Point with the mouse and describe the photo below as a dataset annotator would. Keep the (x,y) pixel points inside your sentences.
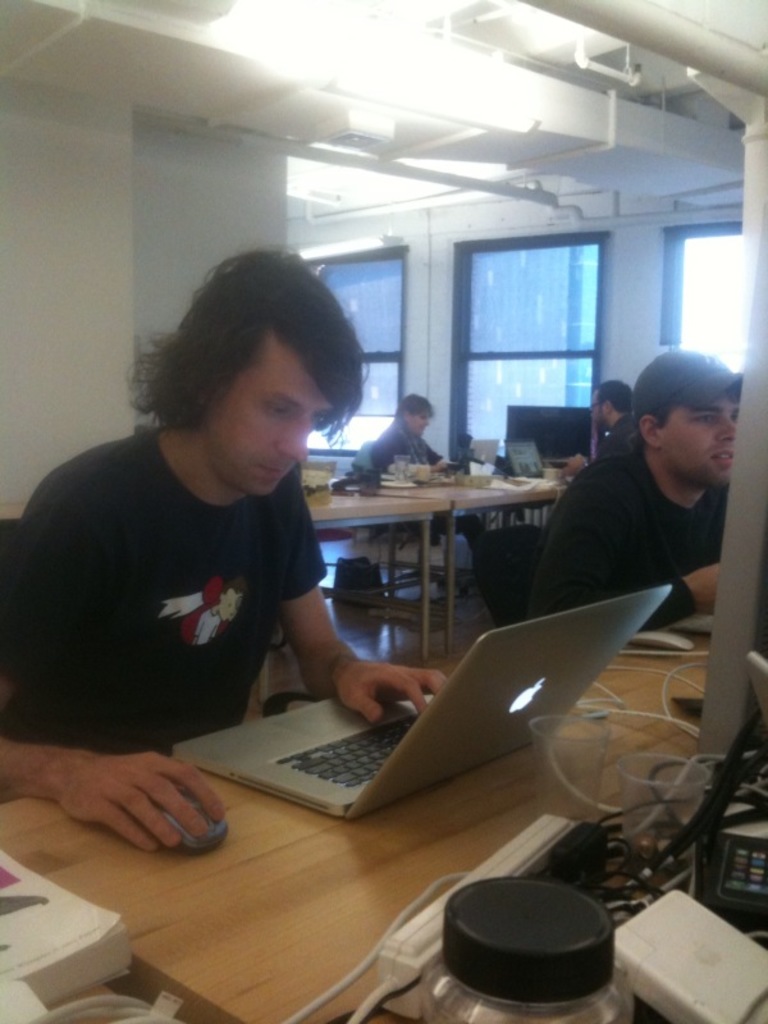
There is a group of people (266,334). They are sitting on a chair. There is a table (655,679). There is a laptop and battery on a table (648,655). We can see in the background (534,267) there is a window (532,258) and pillar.
